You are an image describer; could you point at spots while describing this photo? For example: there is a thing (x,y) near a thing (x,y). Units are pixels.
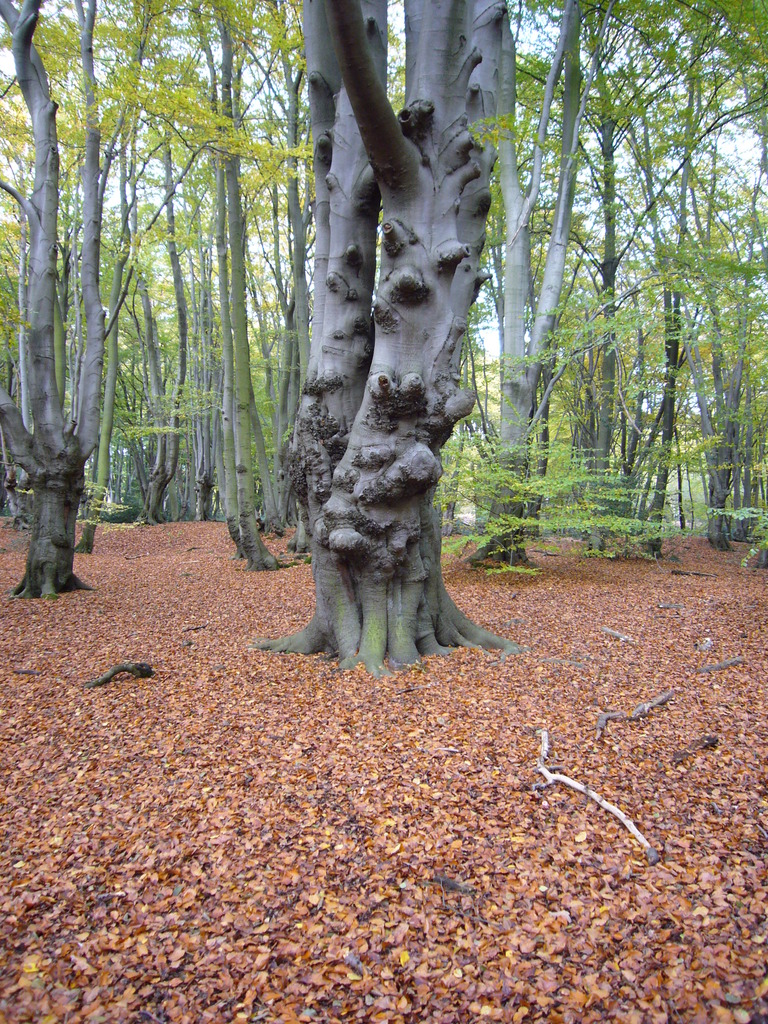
In this picture I can see the ground (321,727) in front (54,728), on which there are number of leaves (373,702) and few sticks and in the background (256,338) I can see number of trees (441,258).
